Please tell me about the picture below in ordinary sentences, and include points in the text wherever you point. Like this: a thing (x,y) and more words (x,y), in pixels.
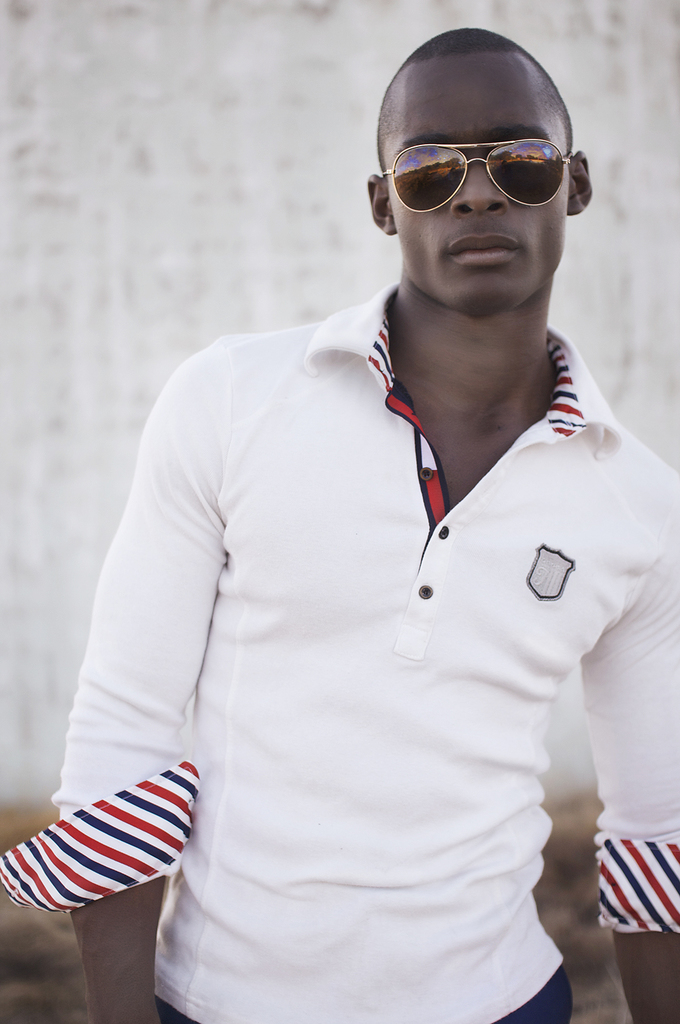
This is the man (353,742) standing. He wore goggles (412,197) and white T-shirt (452,752). In the background (90,400), that looks like a wall (235,110), which is white in color.
